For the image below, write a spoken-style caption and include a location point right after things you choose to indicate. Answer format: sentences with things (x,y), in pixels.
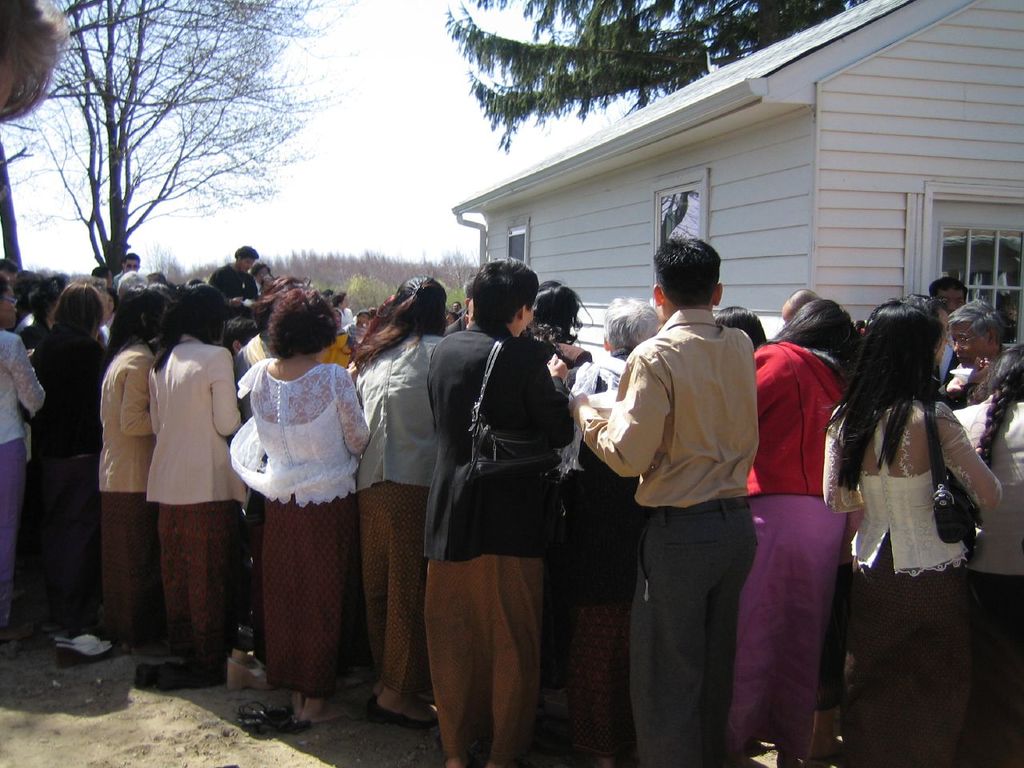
Here in this picture we can see number of men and women (343,492) standing on the ground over there and we can see some women (488,474) are carrying handbags (546,450) with them and in front of them we can see a house (654,172) with windows (1009,320) on it present over there and we can also see trees (249,192) present over there.
